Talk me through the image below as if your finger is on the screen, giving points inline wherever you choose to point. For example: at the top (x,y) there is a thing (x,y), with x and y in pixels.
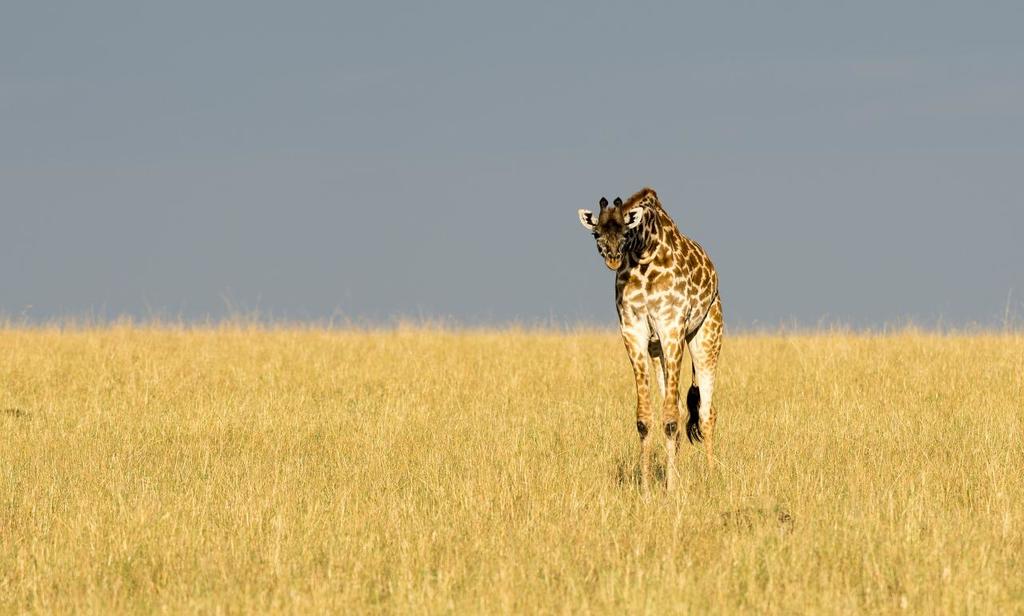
In this image there is a giraffe (653,299) on the grass (451,448).
